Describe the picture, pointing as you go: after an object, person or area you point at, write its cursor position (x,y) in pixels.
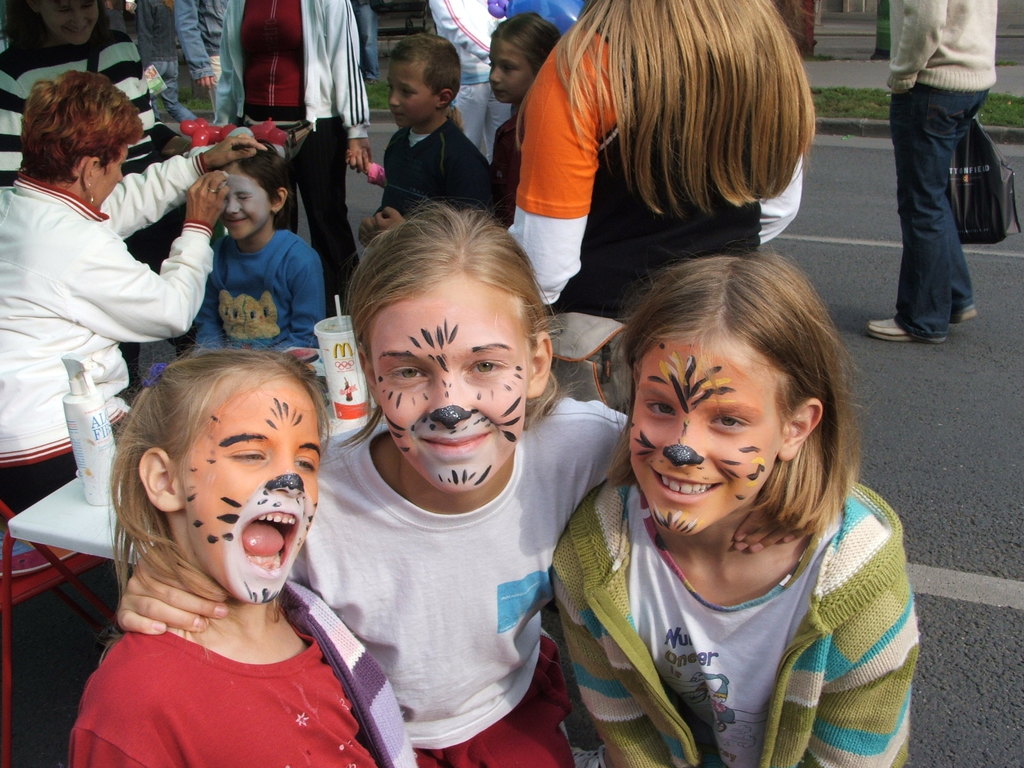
In the background (1009,117) we can see grass (1009,117). In this picture we can see people (11,154), objects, table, bottle (87,457), glass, drinking straw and road (885,182). On the right side of the picture (900,111) we can see the partial part of a person (899,98) holding a bag (985,200). On the left side of the picture (136,280) we can see a woman (121,387) painting on the face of a child (236,175). At the bottom portion of the picture (225,589) we can see painting (689,343) on the faces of the children (377,478).
